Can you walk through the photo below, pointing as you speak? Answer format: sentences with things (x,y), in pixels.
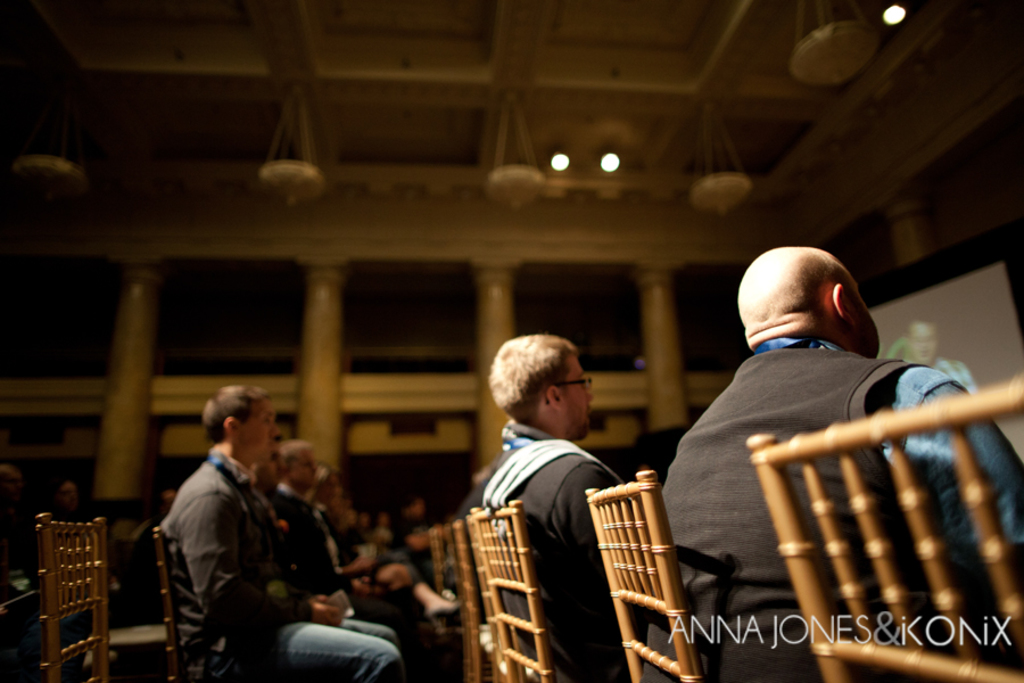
In the center of the image (527,409) we can see some persons (251,525) are sitting on a chair (447,538). At the top of the image (402,194) we can see roof (408,161), lights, pillars (334,452), walls (467,256) are there. On the right side of the image (883,313) screen (971,326) is present.
